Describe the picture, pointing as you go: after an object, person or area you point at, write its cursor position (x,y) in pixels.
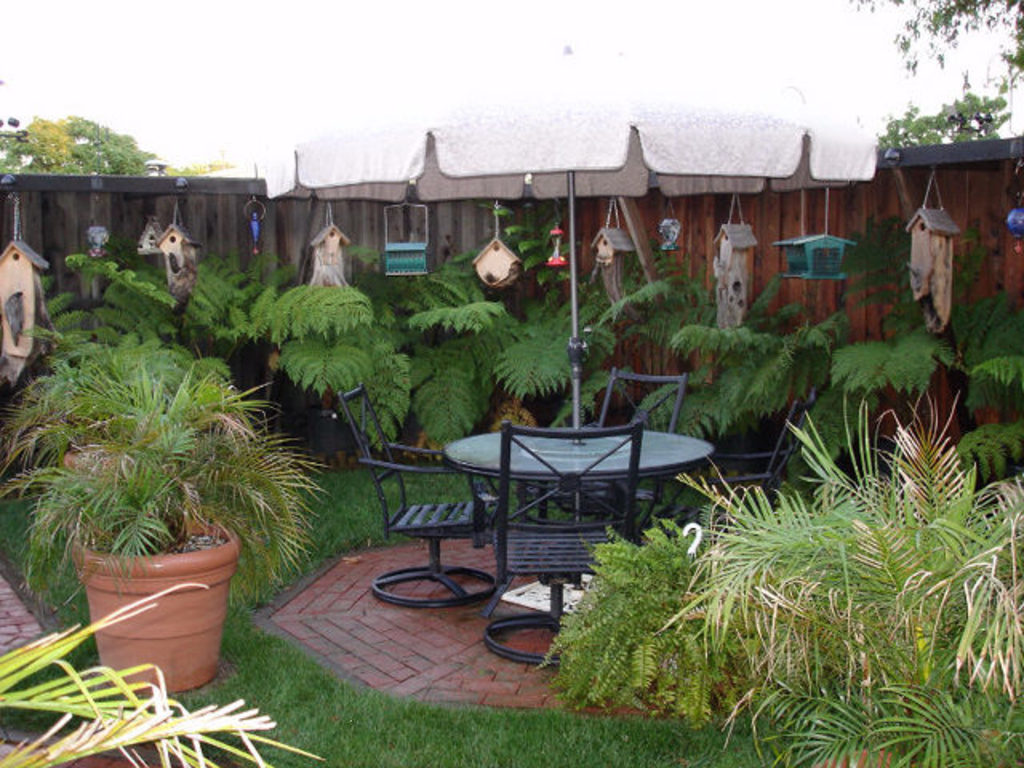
In the center of the image (581,413) we can see a parasol (755,120). At the bottom (541,552) there is a table (663,448) and we can see chairs (578,562). There are flower pots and we can see plants (236,314) and trees (66,135). In the background (93,223) there is a fence (38,227). At the top (86,90) there is sky (235,101).
